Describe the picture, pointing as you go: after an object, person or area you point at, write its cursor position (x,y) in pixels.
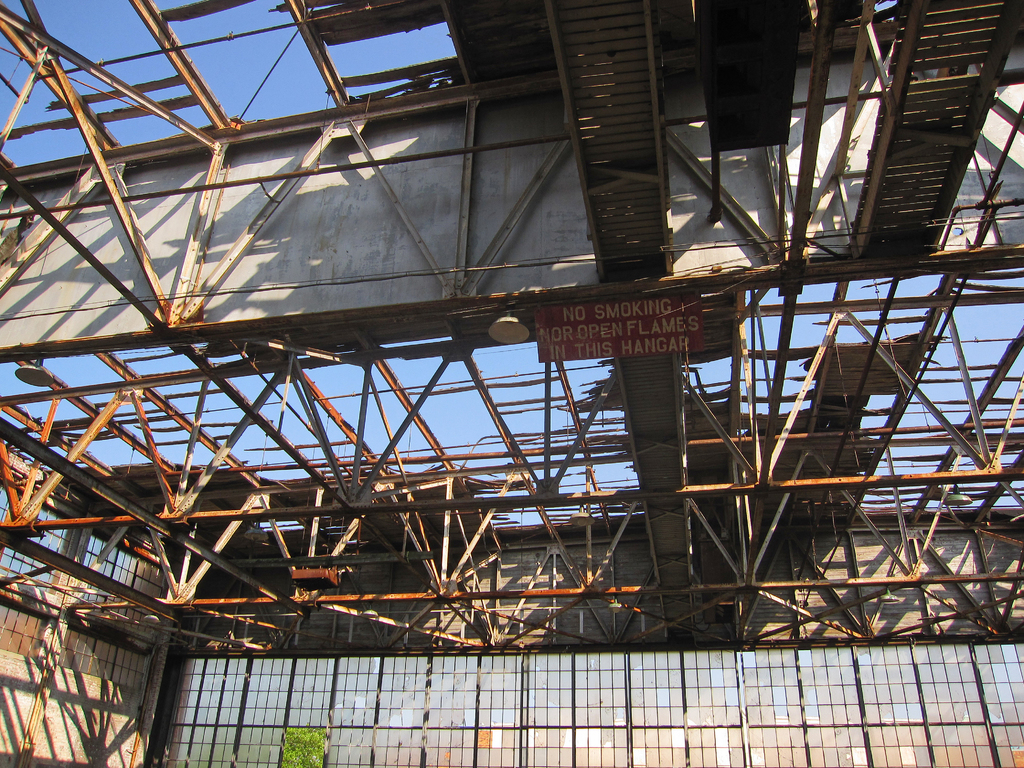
In this image, we can see a metal shed (445,96) and we can see the windows (566,736). At the top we can see the sky (1003,386).
